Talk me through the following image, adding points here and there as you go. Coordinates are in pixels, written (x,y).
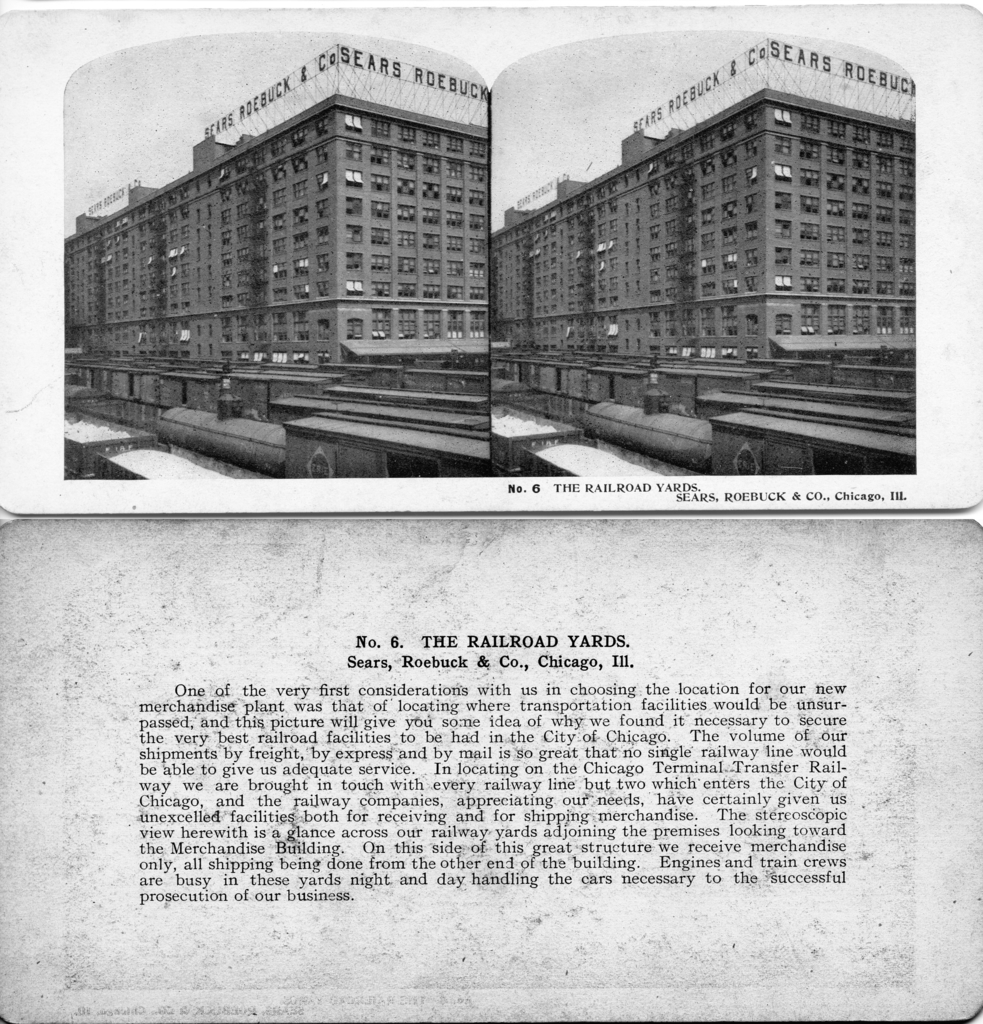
In this picture I can see two papers (782,459). In the top paper (514,357) there is a collage (514,357) of same images (750,442). On the image (750,442) there is a building (633,280) with name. At the bottom paper (845,671) there is something written.
